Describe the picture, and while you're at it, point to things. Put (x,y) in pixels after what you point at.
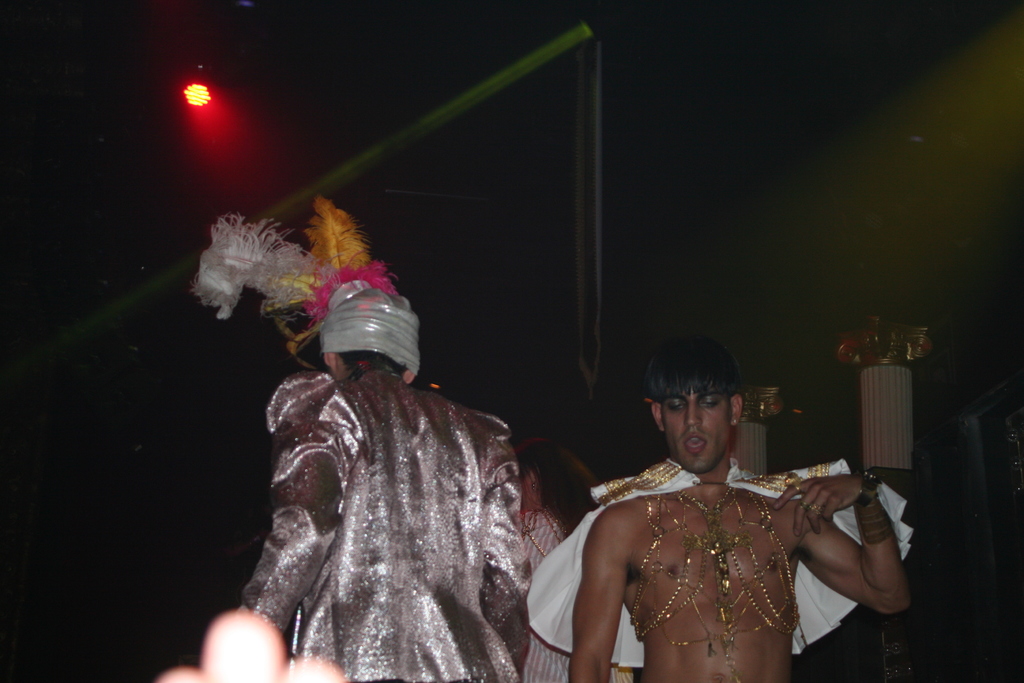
There are two persons (576,532) standing and wearing fancy dress (556,558) and there is a red color light (187,95) in the background (198,89).
